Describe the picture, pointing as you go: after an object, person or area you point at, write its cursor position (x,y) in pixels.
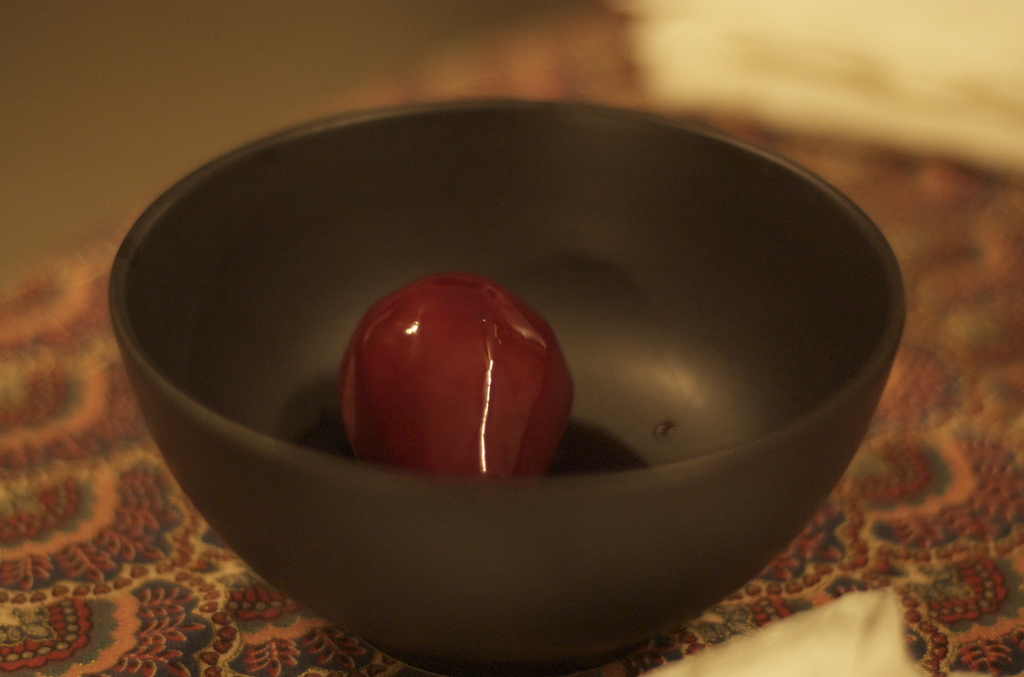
In this image we can see a cherry (438,363) in a black color bowl (480,205) which is placed on the table mat (953,613). The background (166,93) is blurred.
